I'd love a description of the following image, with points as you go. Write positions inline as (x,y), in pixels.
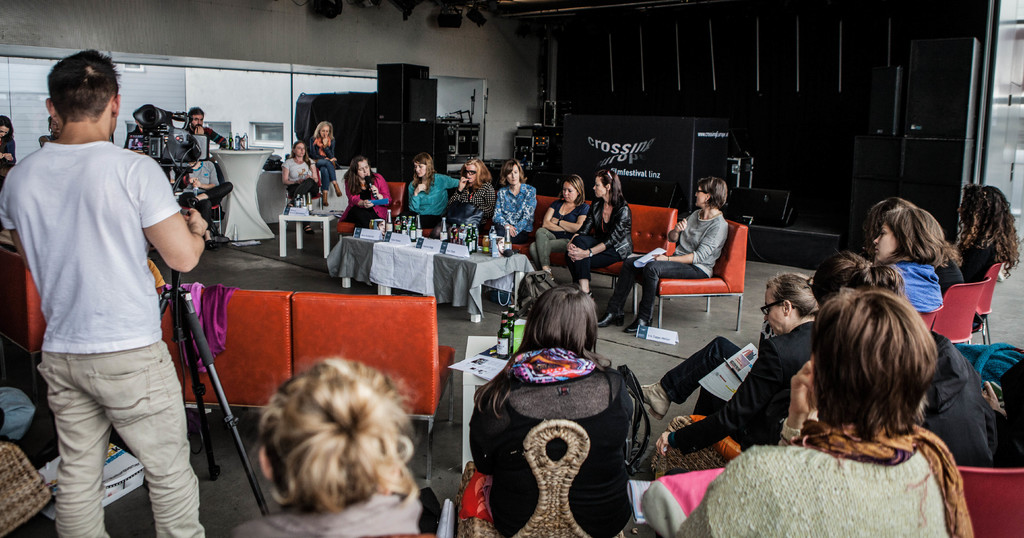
In this image I can see a group of people (570,228) sitting on the chairs (518,536). On the left side (124,233) I can see a person (101,260) standing near the camera (178,145). In the background (236,145), I can see some objects (248,145) on the table (252,162). I can see the speakers (400,126) and a podium (625,128) on the stage (761,139).
